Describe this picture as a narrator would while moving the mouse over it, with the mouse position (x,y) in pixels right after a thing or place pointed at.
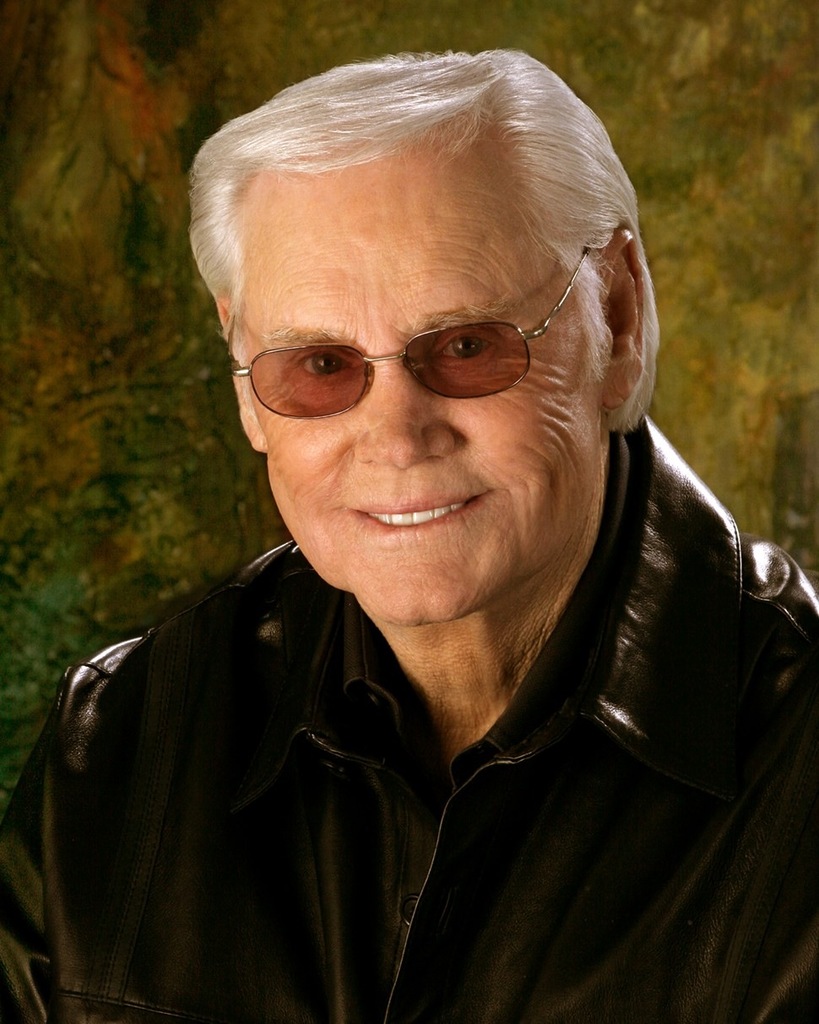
In this image we can see a man (413,488) is smiling and he is wearing black color jacket (612,884).
